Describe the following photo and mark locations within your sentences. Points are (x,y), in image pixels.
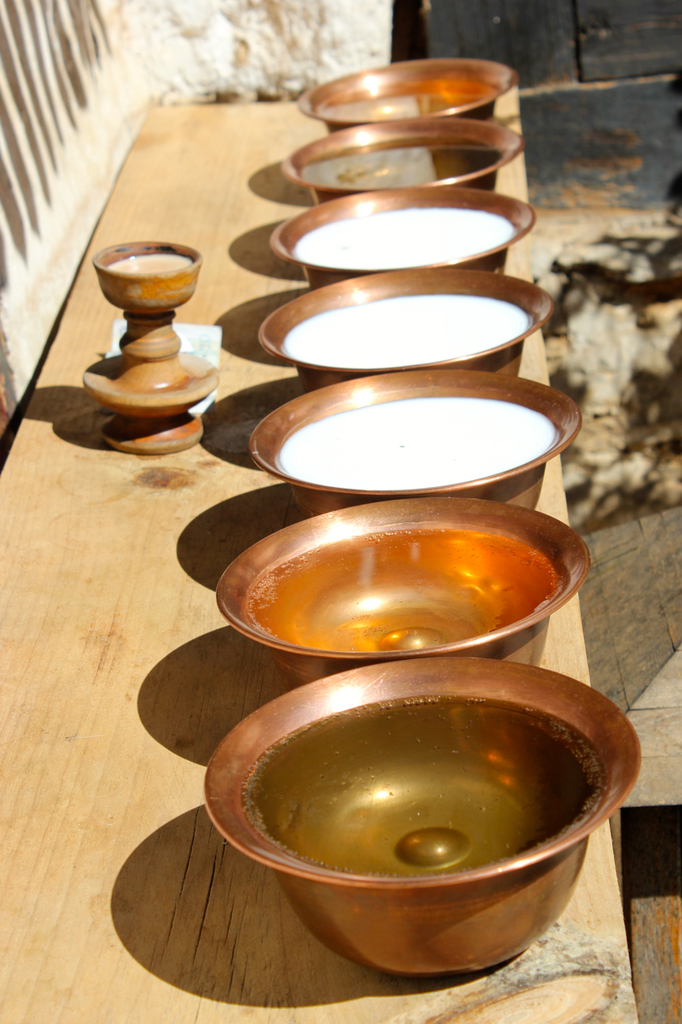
In this picture there are bowls (423,287). In the bowls (464,165) it looks like milk (450,307) and oil (309,599). At the back (315,81) there is a wall (307,79).
